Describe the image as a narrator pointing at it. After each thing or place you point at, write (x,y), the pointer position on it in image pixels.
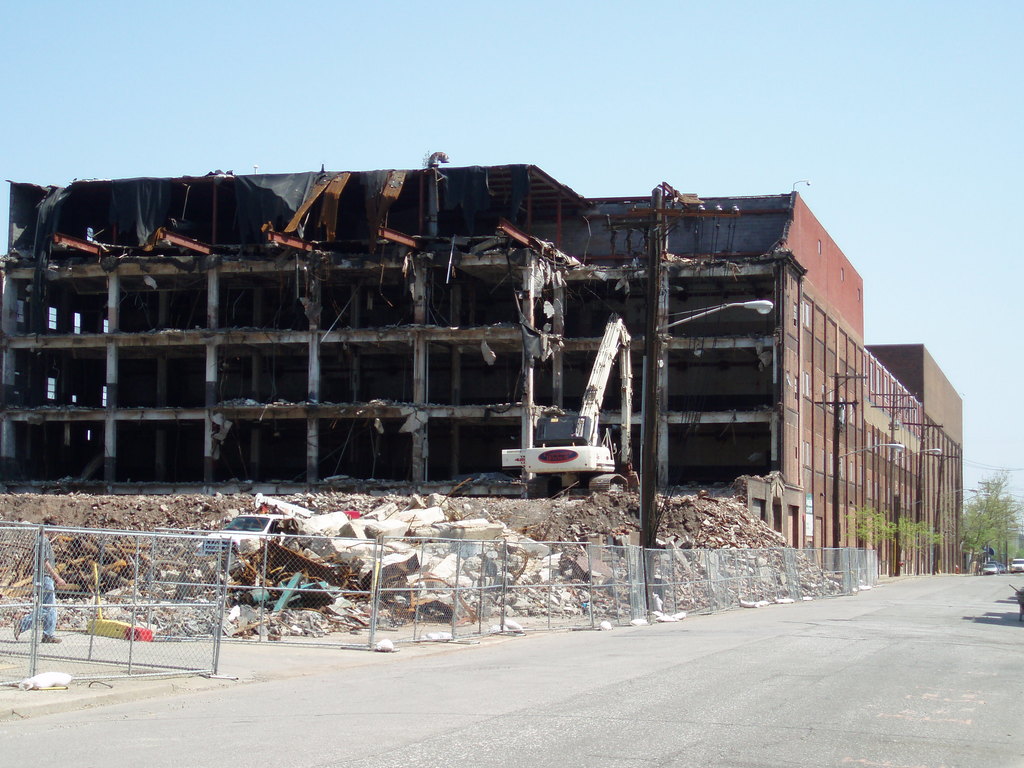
In this image there is a machine (579,432). There is a building (458,242) I think it is in under renovation. There are trees (902,527). There are cars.
